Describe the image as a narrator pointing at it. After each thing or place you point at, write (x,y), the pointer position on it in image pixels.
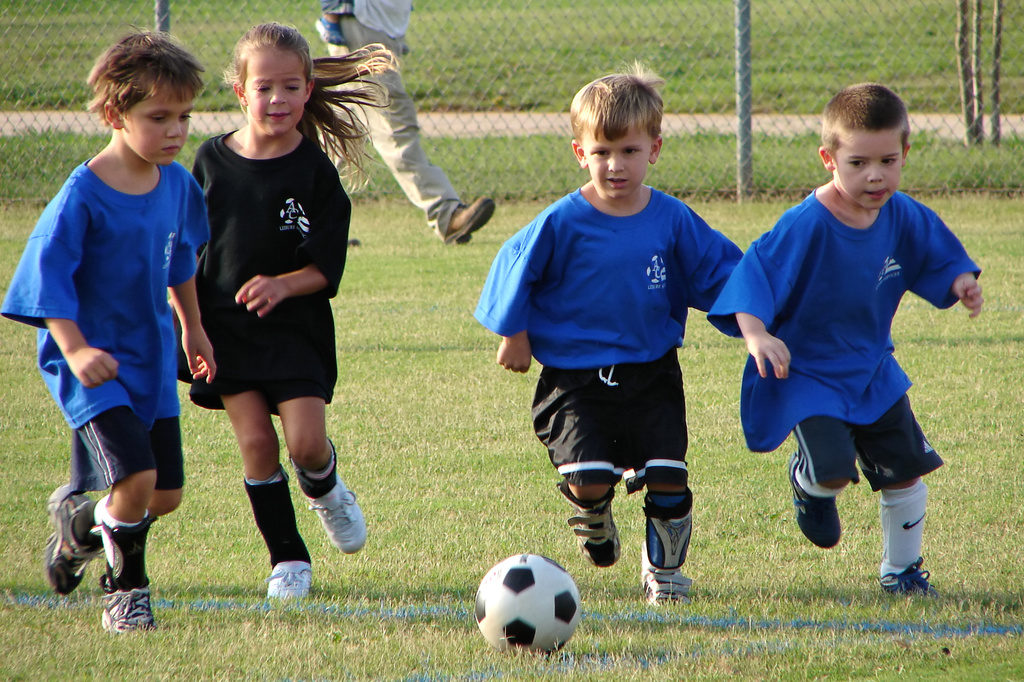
In this picture we can see four people (596,309) on the ground (526,435), in front of them we can see a ball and in the background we can see a person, fence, grass (473,431), wooden sticks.
